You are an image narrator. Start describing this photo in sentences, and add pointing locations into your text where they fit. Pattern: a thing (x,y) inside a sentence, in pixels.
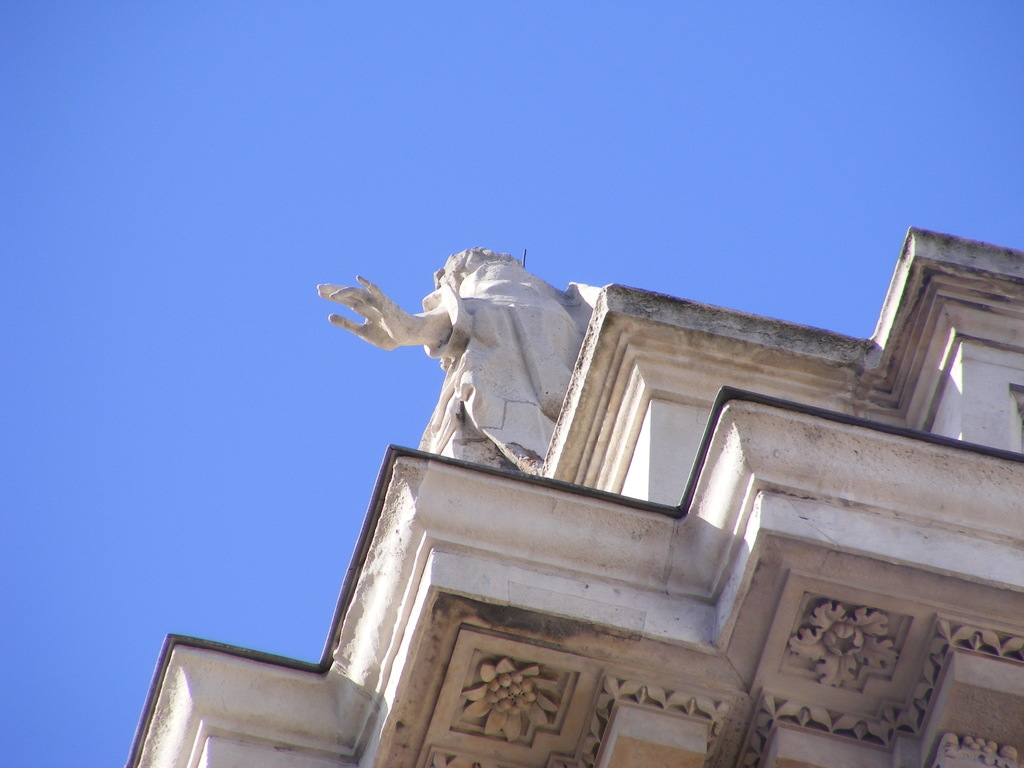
In this image we can see a part of a building (634,616) with sculptures (488,400). In the background (196,332) there is sky (239,135).
